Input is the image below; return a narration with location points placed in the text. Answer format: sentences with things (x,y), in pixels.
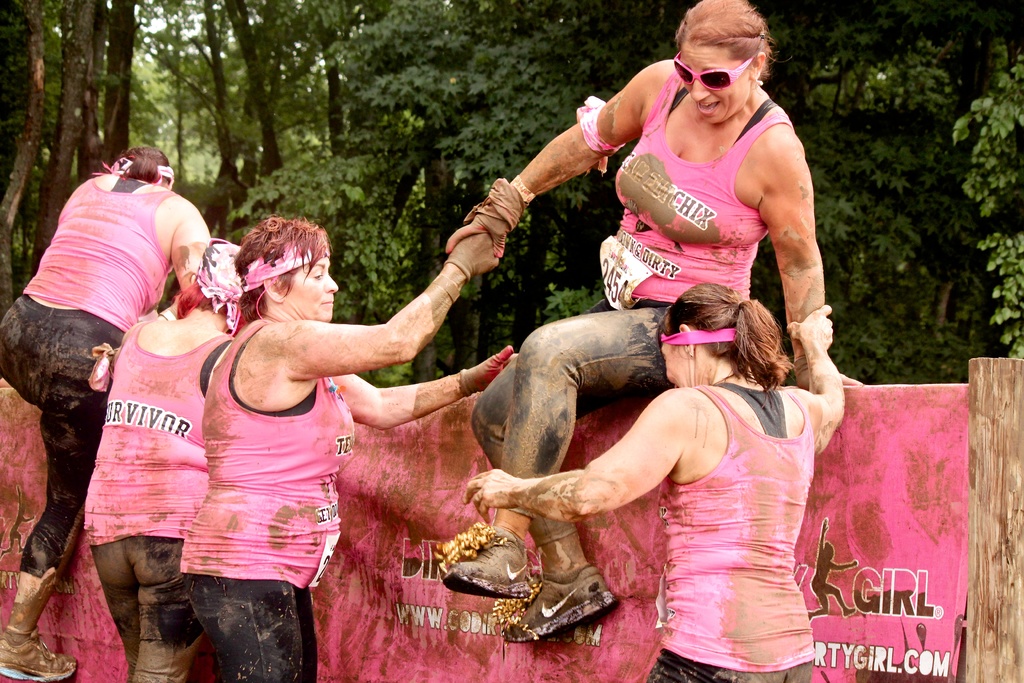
In this picture there is a group of a woman (756,422) wearing pink color sleeveless top (676,204). In the front (720,173) there is a woman (687,212) wearing pink top (685,215) with black and pink sunglasses (715,79) is climbing a small wall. Behind there are two women (613,458) who is holding her hand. In the background (539,77) we can see some huge trees (464,326).
